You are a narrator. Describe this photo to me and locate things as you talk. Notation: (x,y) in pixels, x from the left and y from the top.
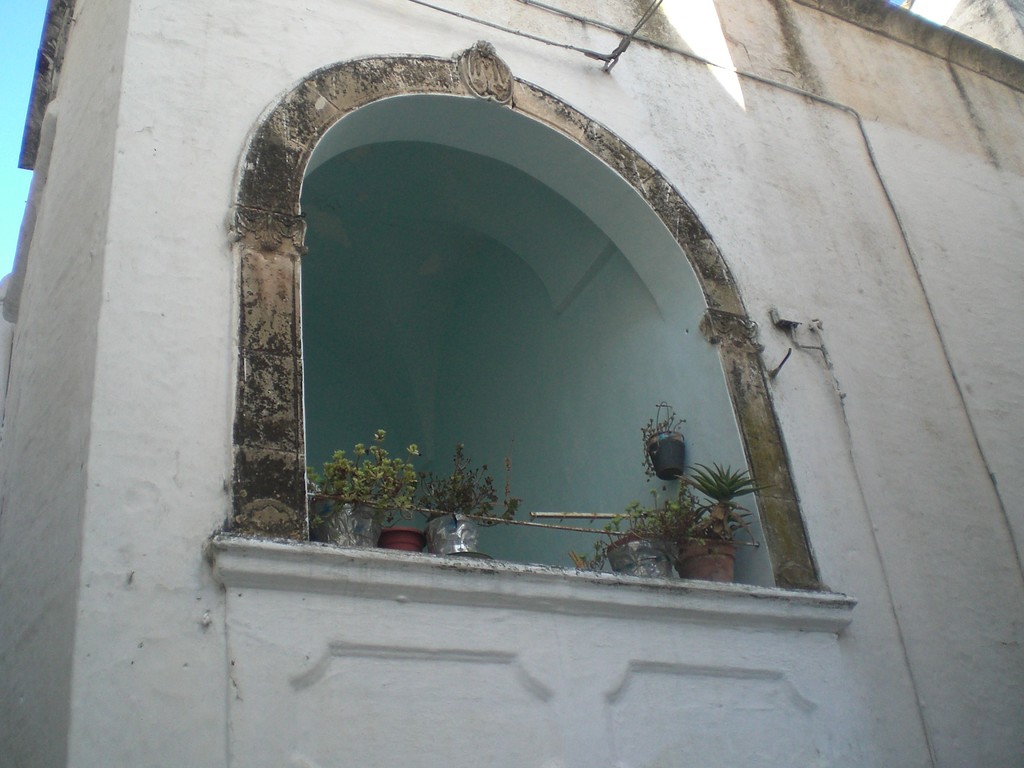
In this picture I can see the plant pots (417,539) on the surface (253,538). I can see the arch construction (615,506).
